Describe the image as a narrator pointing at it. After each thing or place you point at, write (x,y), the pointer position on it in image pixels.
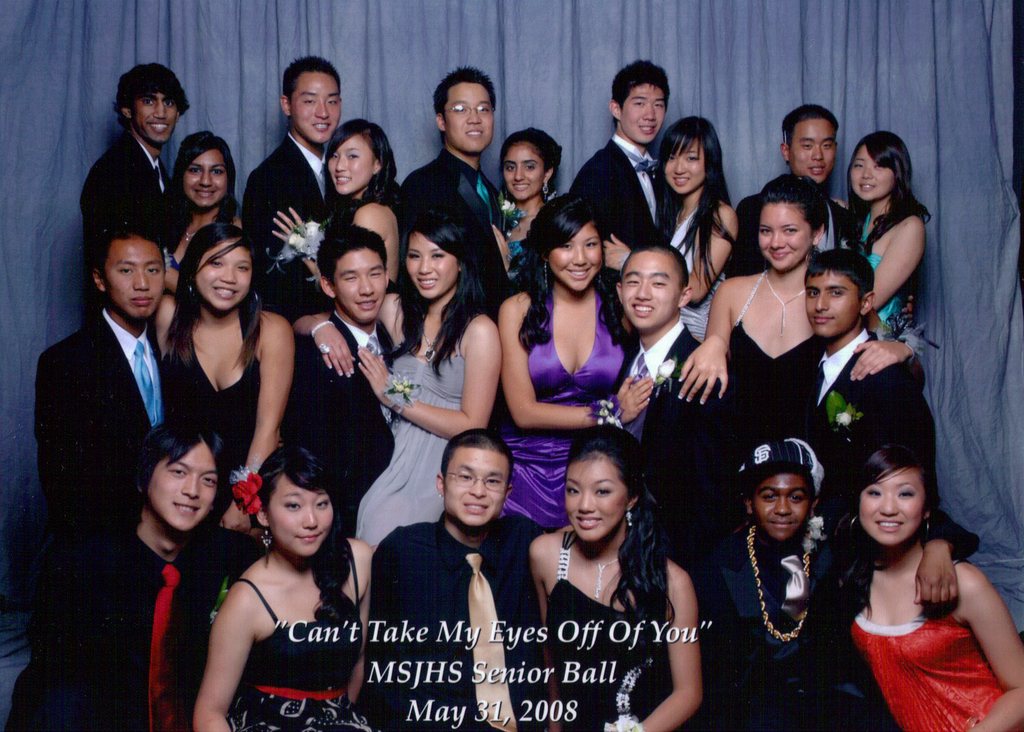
In this image I can see a group of people (549,320) and they are wearing different color dresses (741,413). Back I can see a blue curtain (936,101) and something is written on it.
